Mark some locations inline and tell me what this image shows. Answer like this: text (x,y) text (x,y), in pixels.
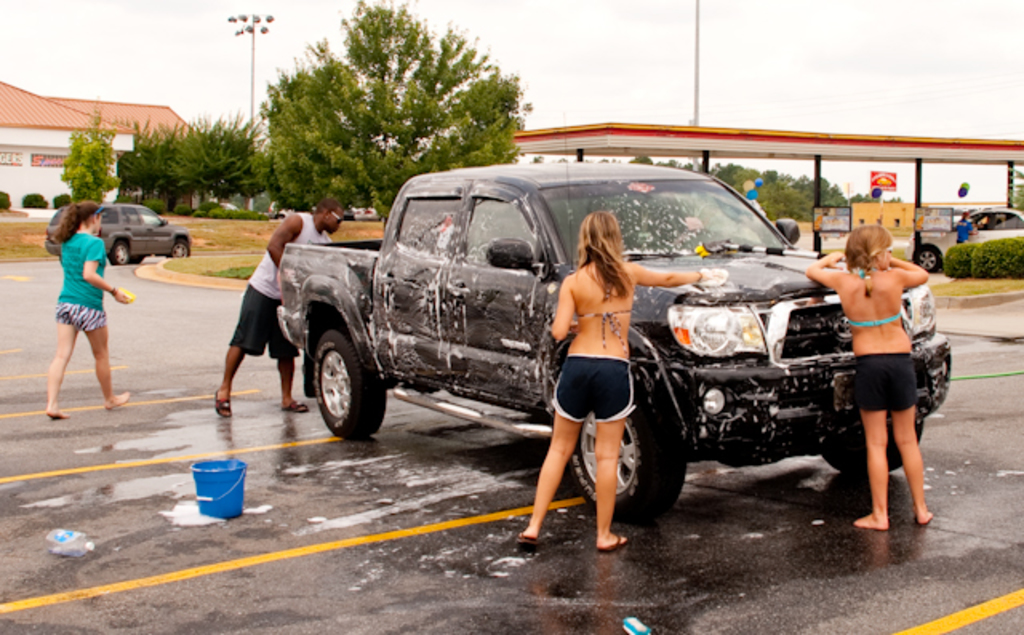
In this picture I can see the road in front, on which I can see a car (511,246) and around the car (285,266), I can see a man (264,253) and 3 women (897,306) standing and I can see a bucket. In the middle of this picture (379,232) I can see the grass (39,228), few cars (929,261), plants (979,244) and a shed (851,149). In the background (380,133) I can see number of trees (300,196), 2 poles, a building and the sky (487,31).
